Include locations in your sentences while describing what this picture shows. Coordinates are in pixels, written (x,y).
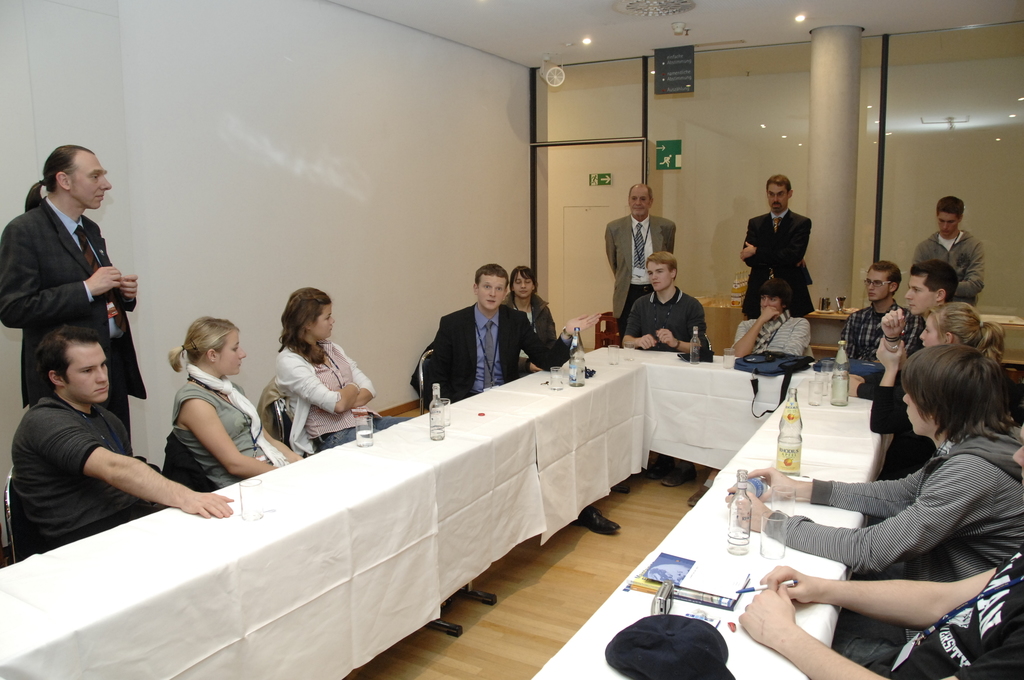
In the middle of the image (494,427) there is a table (505,410) on the table (622,355) there are some bottles (439,394) and there are some glasses (816,400) and there is a bag (773,354), Surrounding the table (91,620) few people (921,355) are sitting. Top right side for the image three people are standing. Left side of the image (44,295) a person (46,208) is standing. Top left side of the image (228,59) there is a wall (210,89). Top right side of the image (977,7) there is a roof (414,6) and lights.
